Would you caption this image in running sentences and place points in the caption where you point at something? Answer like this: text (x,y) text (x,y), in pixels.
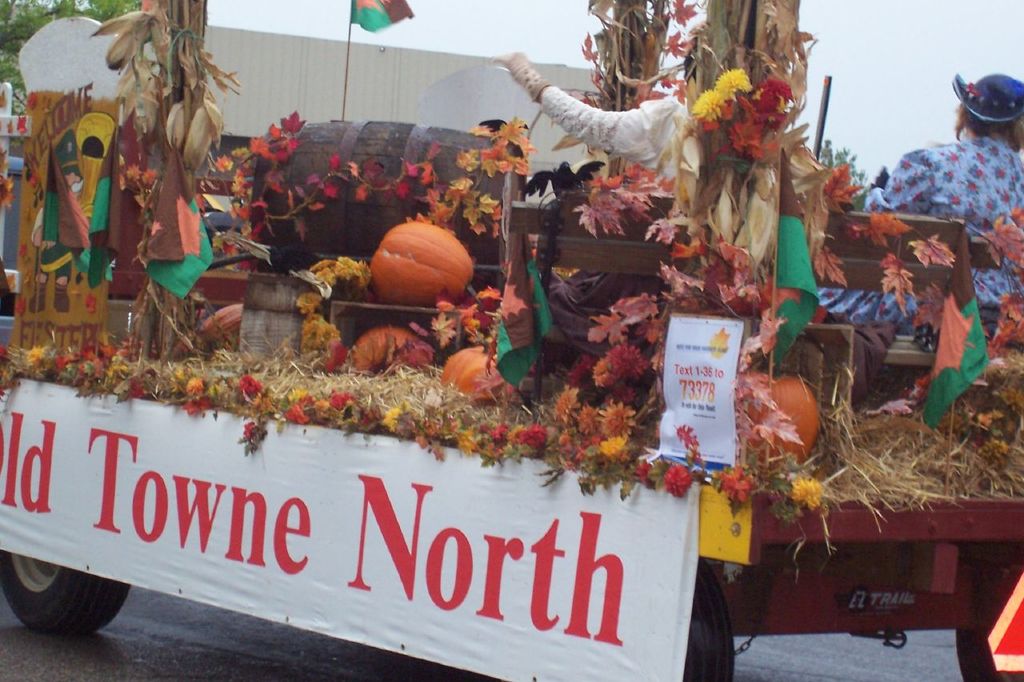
This image consists of a vehicle (877,557). In which we can see many flowers (809,482) along with the dry grass (820,473) and pumpkins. And there are two persons (1005,278) sitting on a bench (829,286). In the front (554,486), we can see a banner (460,542) on which there is a text (413,587). At the bottom (129,675), there is a road (151,657). In the background (354,20), we can see a flag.
